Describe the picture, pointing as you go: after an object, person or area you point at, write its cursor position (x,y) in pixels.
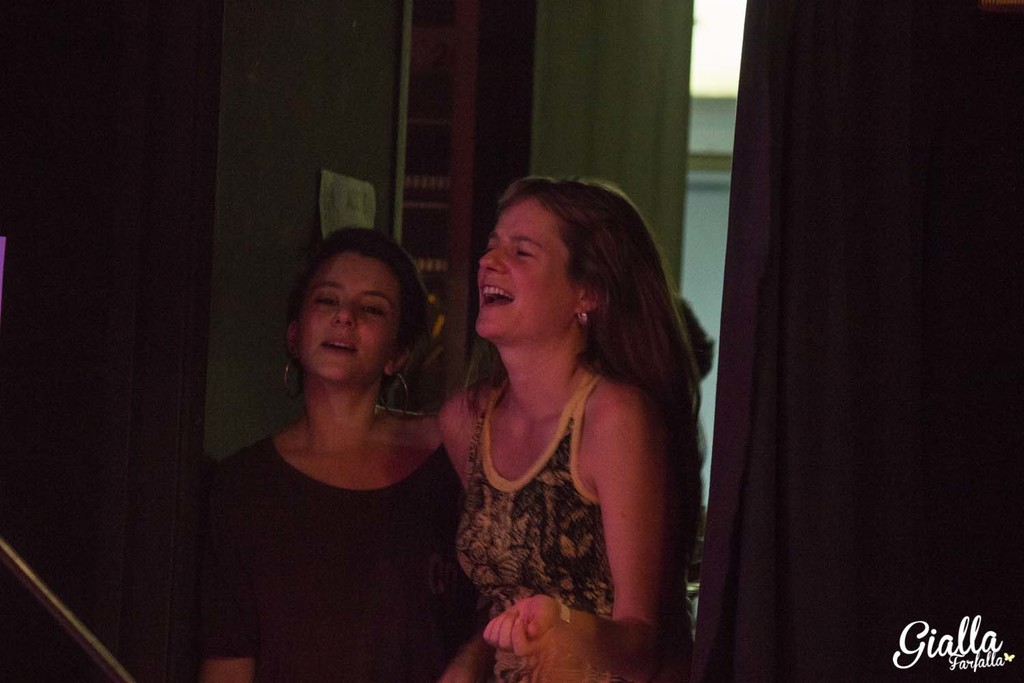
There are two women (374,502) standing and we can see wall (306,96), curtain (731,526) and door (289,95).
